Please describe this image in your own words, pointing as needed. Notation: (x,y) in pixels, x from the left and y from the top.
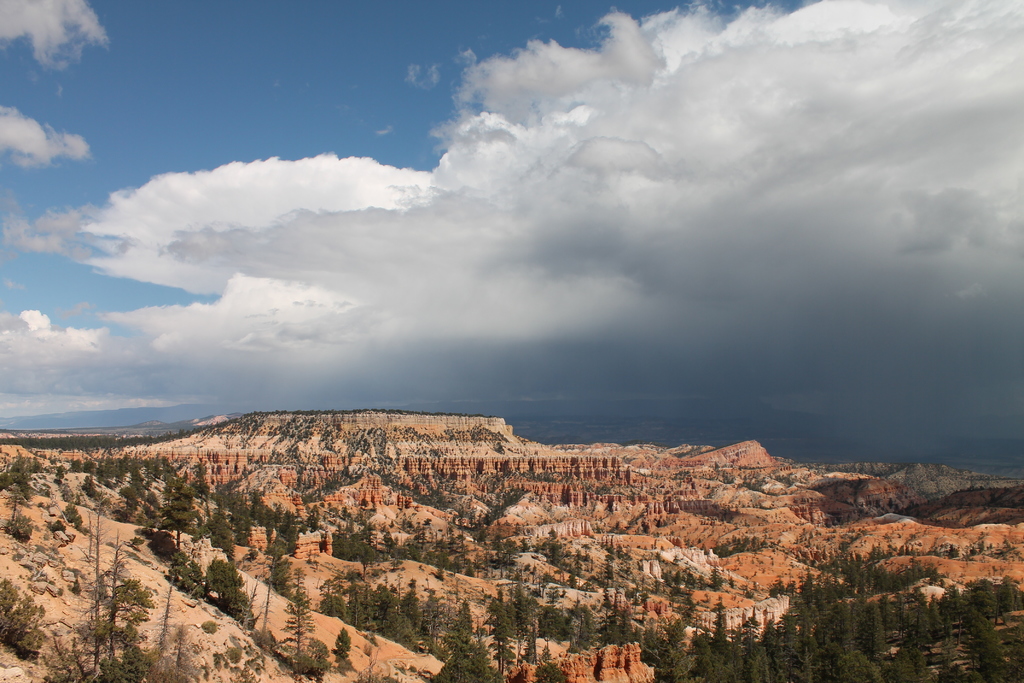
In this image I can see mountains (275,530) and trees (275,544) at the bottom of the image (269,540). At the top of the image (349,92) I can see the sky (416,177).
